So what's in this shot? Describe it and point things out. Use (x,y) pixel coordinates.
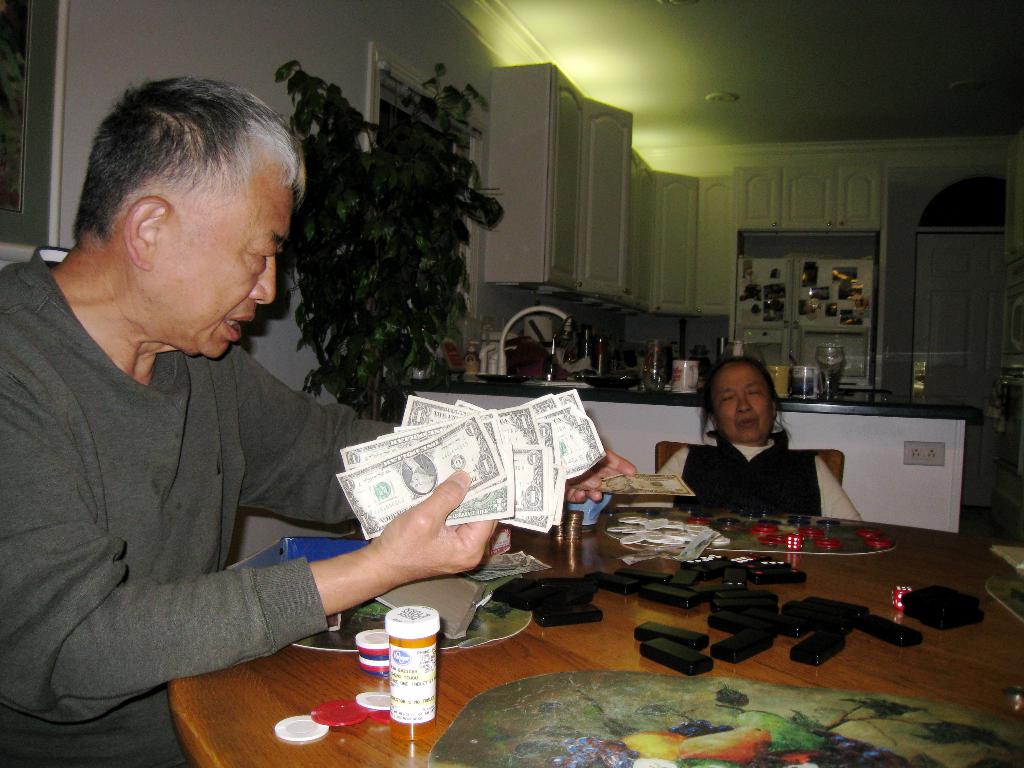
The person (112,483) wearing grey shirt (122,475) is holding money (436,449) in his hands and there is a woman (736,436) sitting beside her and there is a table (567,654) in front of them which has some objects (692,600) on it.
